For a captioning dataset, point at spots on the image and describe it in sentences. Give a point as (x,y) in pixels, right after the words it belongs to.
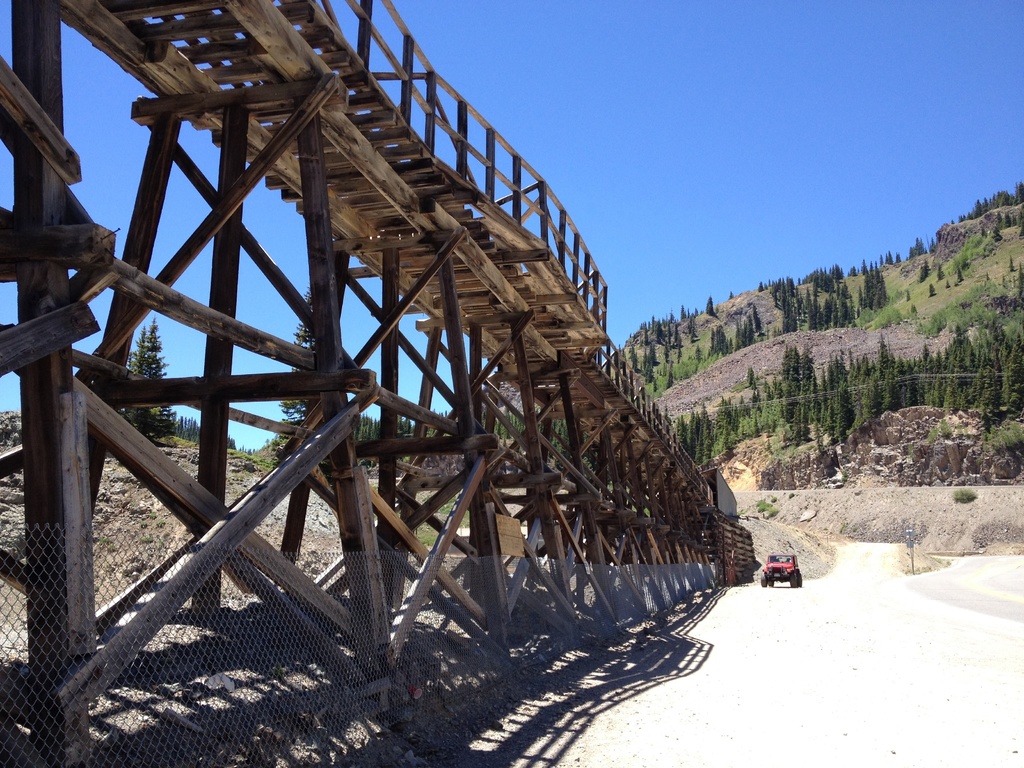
In this picture we can see fence (519,622) and a bridge (660,529), beside the fence (549,594) we can find a vehicle (783,574), in the background (758,383) we can see few trees (838,310) and rocks (865,474).
